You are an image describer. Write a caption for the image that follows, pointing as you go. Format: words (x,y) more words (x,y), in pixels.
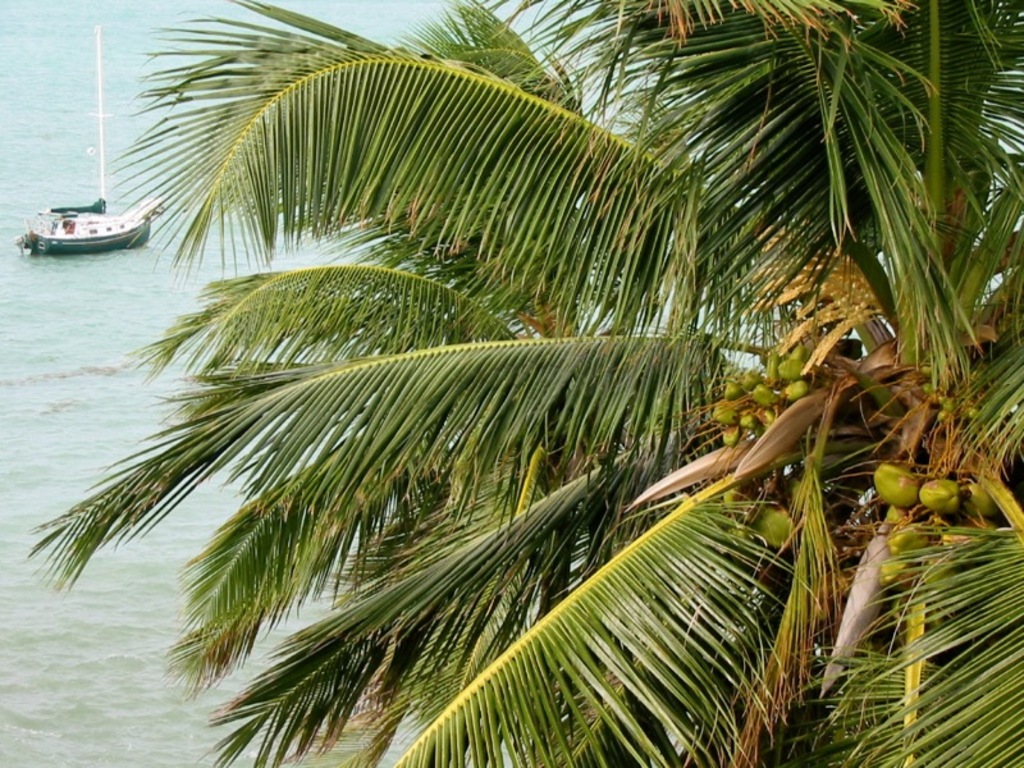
In this picture we can see a coconut tree (658,496) and in the background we can see a boat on water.
